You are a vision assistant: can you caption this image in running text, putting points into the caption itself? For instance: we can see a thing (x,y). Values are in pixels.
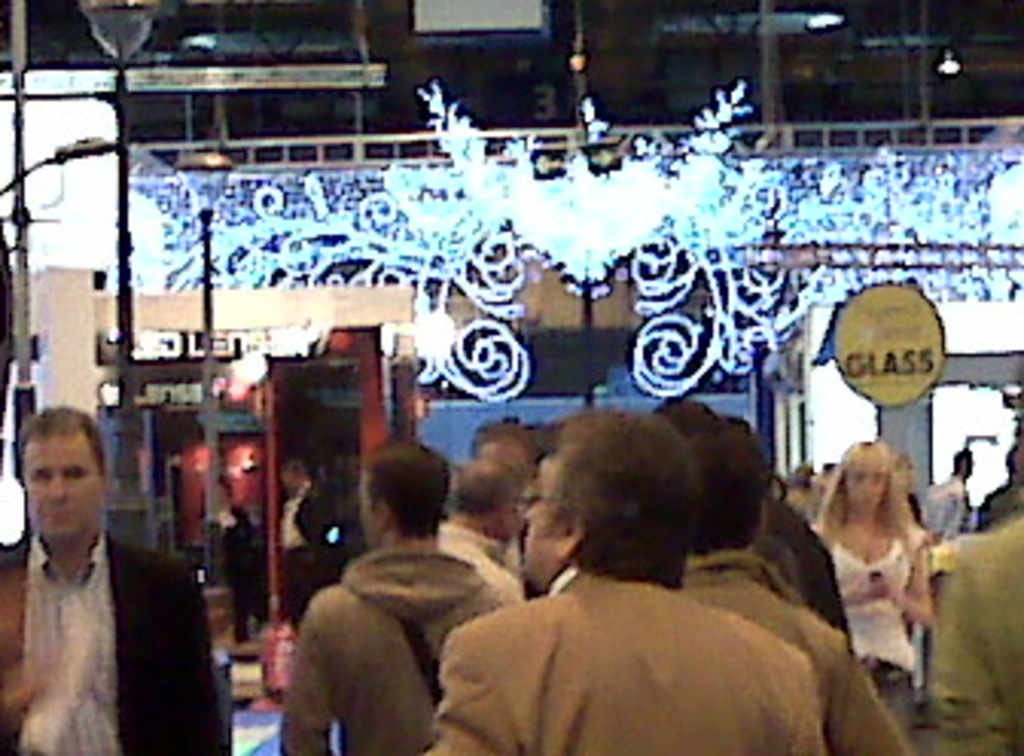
Here we can see group of people (675,592). There are poles (22,386), lights (108,20), and a board (889,354). There is a blur background (945,405).
